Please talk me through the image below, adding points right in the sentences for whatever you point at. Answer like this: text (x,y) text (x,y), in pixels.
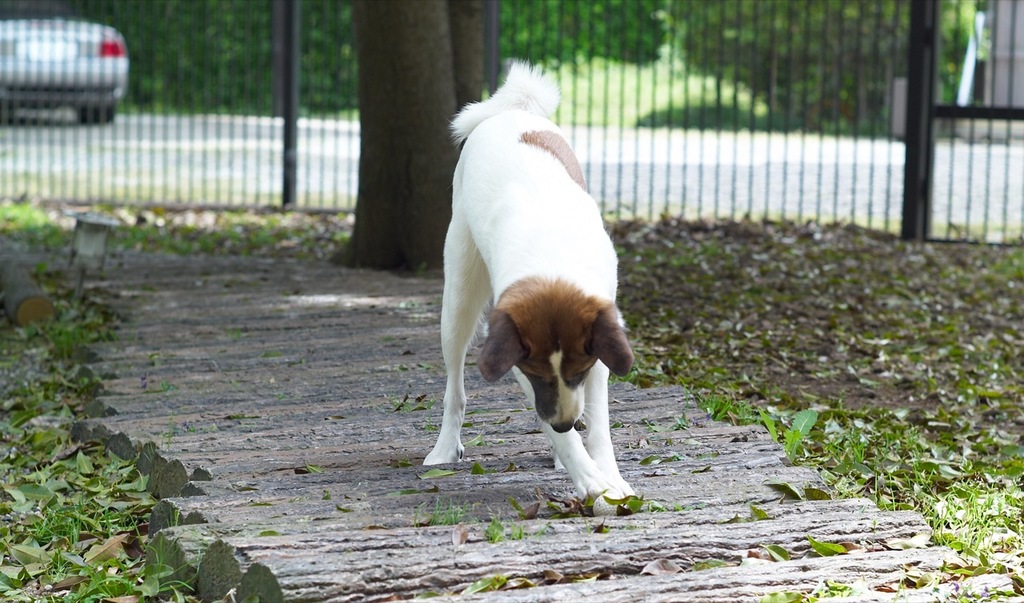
In the center of the image (460,284) there is a dog (522,150) on the wooden poles (318,497). At the bottom of the image (39,534) there are leaves (150,587) and grass (953,536). In the background of the image (781,82) there is metal fencing (685,37). There is road (54,148). There is a car (92,64). There are trees (508,28). There is a tree trunk (364,181).
